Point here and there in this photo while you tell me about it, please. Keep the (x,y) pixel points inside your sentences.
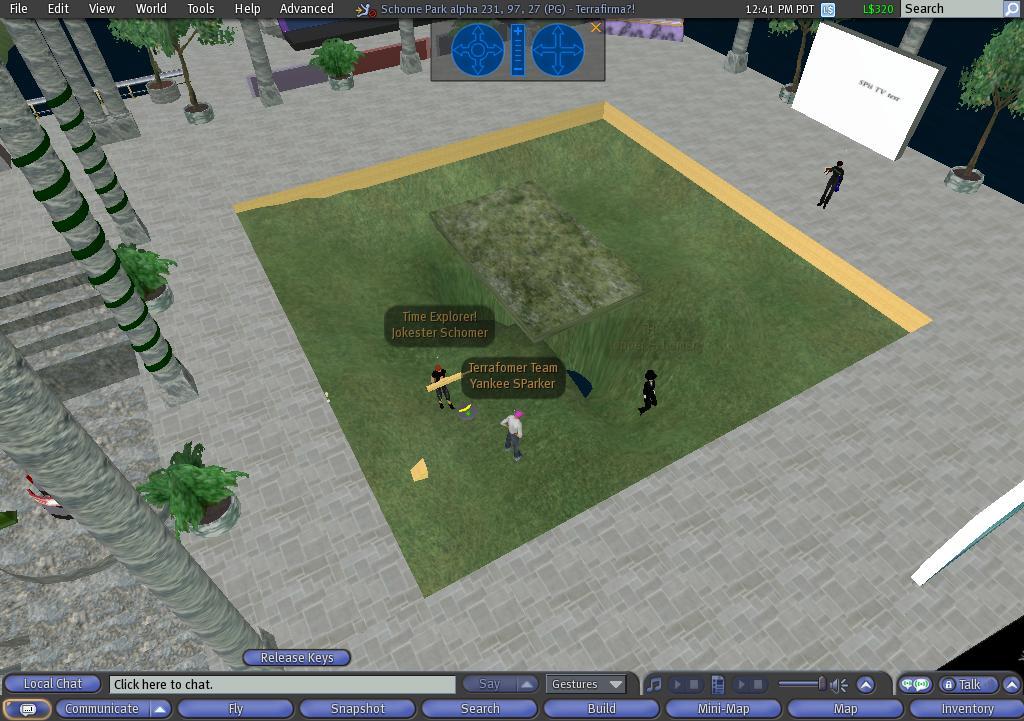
This is an animated image. At the bottom of this image (870,703), there are menus (962,695). On the left side (97,64), there are poles (173,577), potted plants (216,478) and steps (30,311). In the middle of this image (457,352), there are persons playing on the ground (500,398). On the right side (872,98), there are screen (843,47) arranged, a person (840,182) standing, there are trees (794,25) and poles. And the background (999,147) is dark in color.
